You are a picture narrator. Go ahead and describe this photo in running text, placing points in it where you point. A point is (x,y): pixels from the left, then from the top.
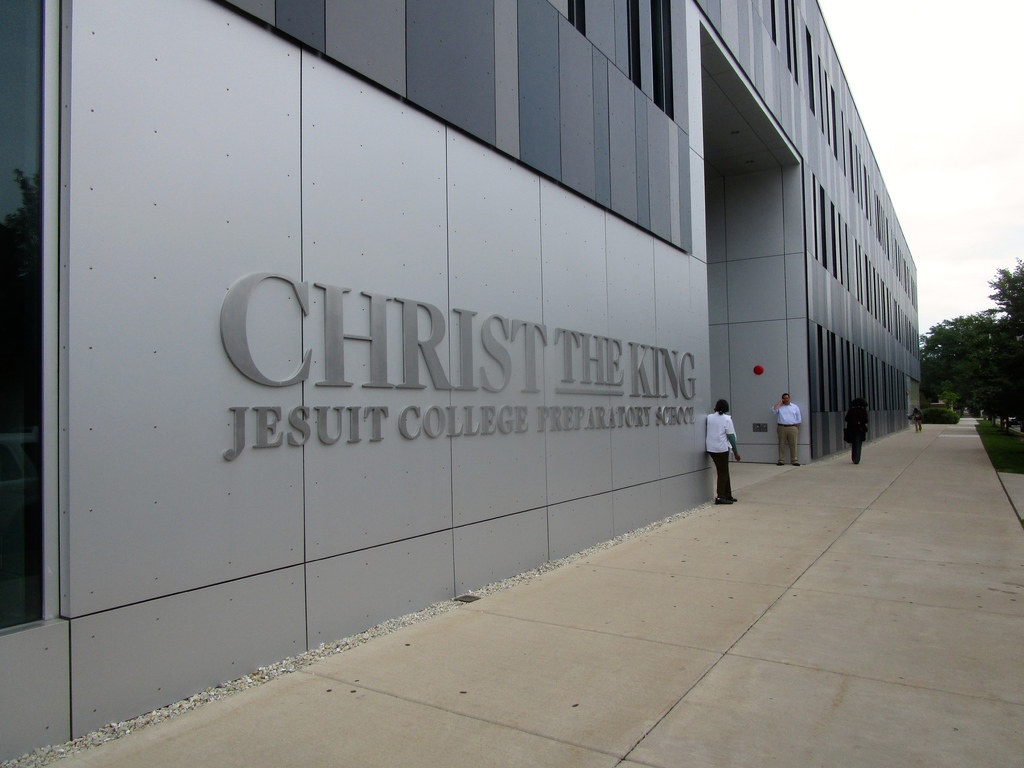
In this image we can see there are a few people (797,421) standing in front of the building (585,275). On the right side of the image (962,358) there are trees (982,366). In the background (952,168) there is a sky (949,164).
